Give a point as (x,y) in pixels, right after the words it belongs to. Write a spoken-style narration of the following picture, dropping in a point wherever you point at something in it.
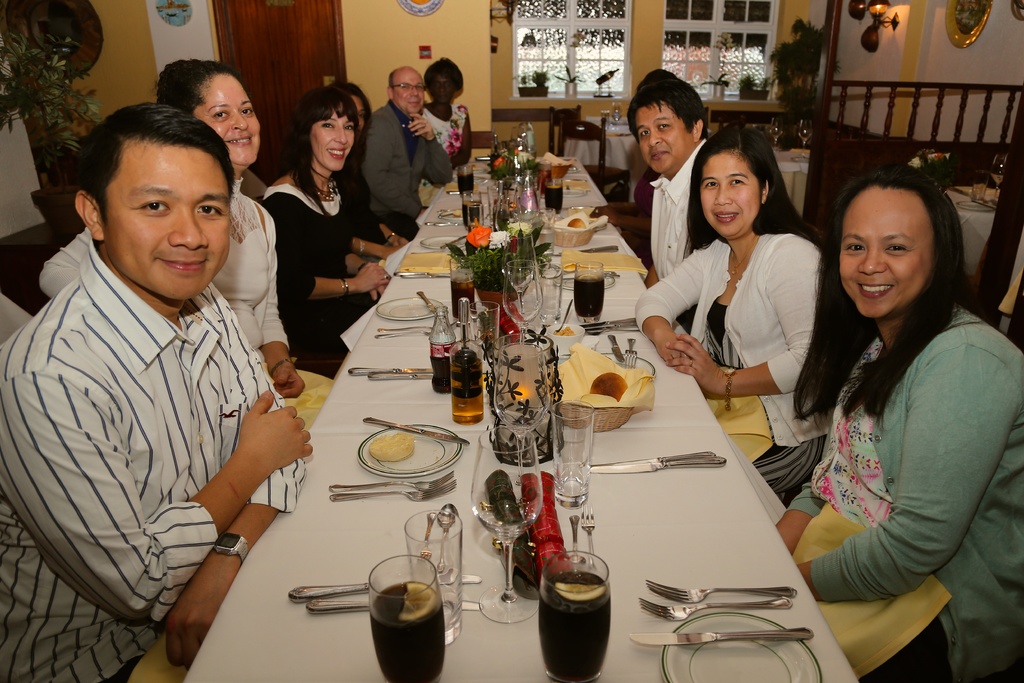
There are group of people (269,423) sitting around dining table (292,588) where there are bowls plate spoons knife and glasses (498,525) with drinks (555,573) and some bottles (447,349).
